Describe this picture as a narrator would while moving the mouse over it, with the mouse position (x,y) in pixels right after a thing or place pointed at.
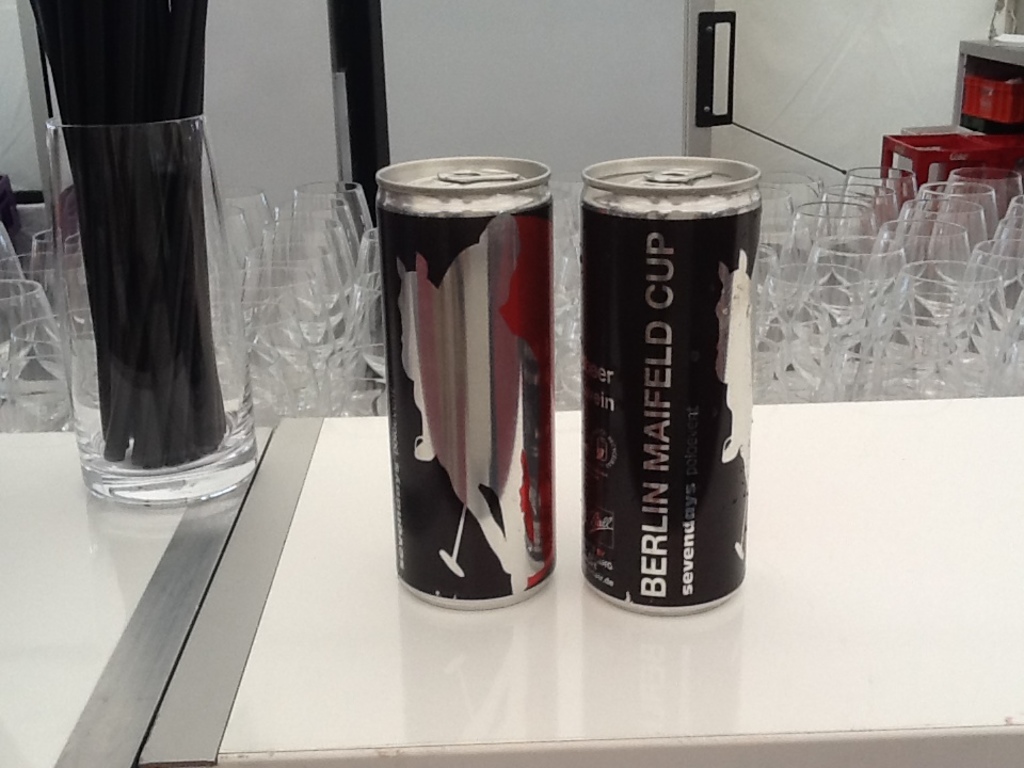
In this image we can see two things, a glass (146,165) and few objects (100,84) inside the glass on the table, in the background (834,313) there are glasses (851,278) and white color object (665,59) looks like a door (627,61).
